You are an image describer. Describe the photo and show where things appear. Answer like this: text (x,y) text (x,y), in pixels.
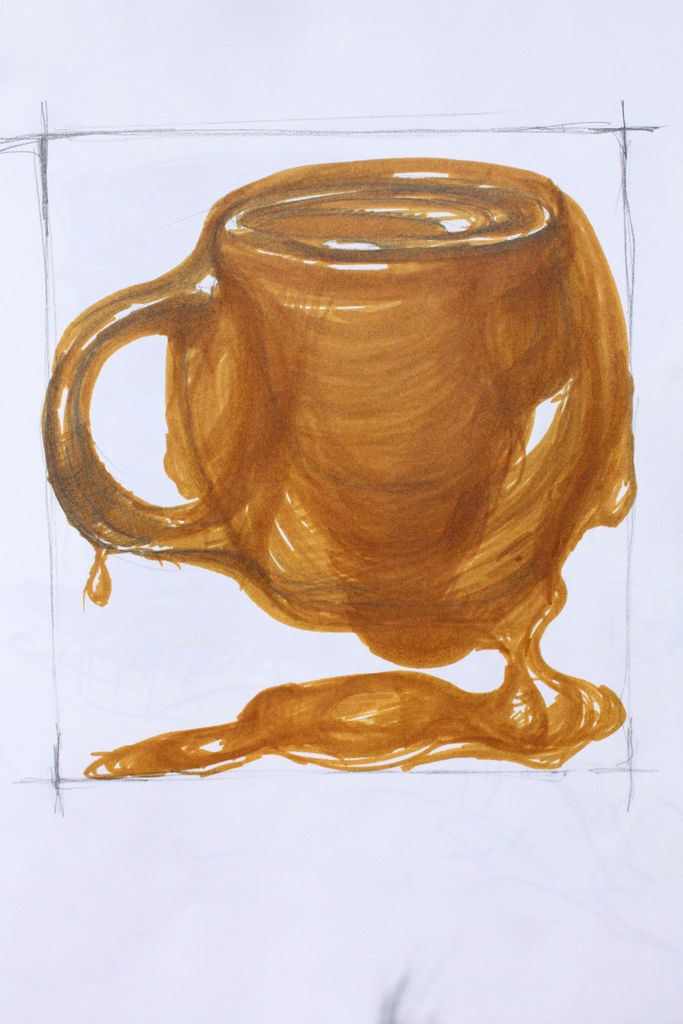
This is a drawing of cup (459,446), this is brown color.
